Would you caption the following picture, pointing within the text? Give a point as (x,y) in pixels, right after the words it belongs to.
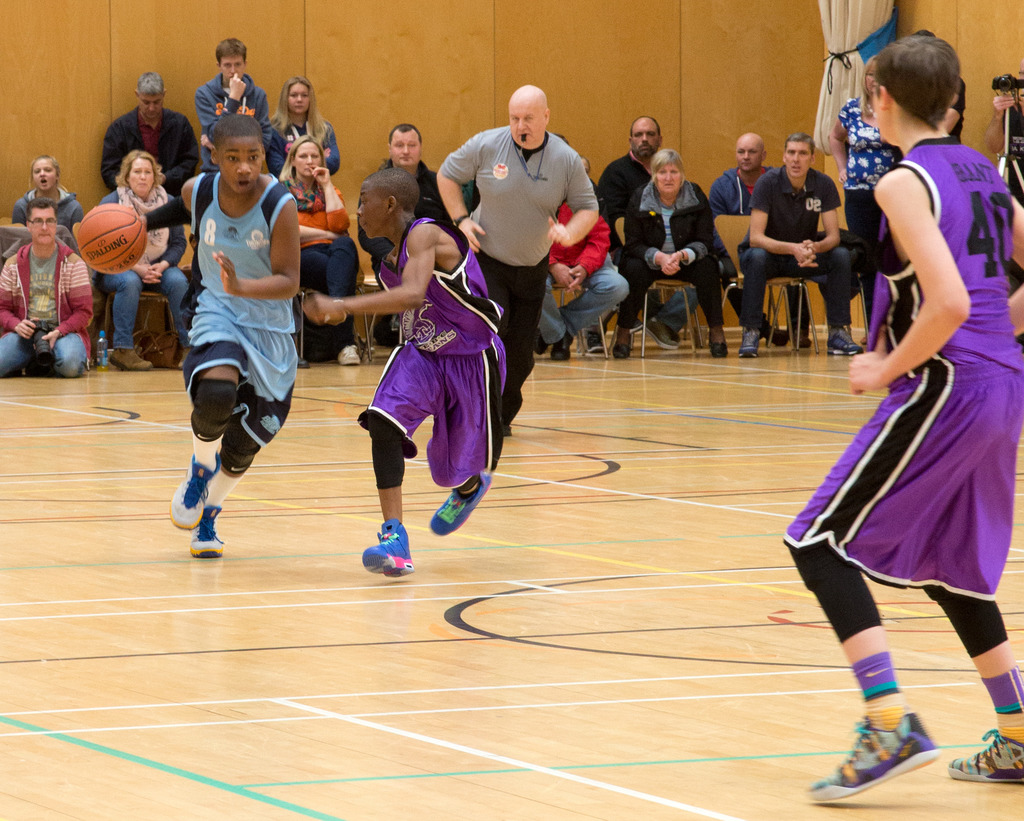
In this picture I can observe three boys (403,344) playing basketball in the basketball court (431,735). In the background (58,134) I can observe some people (44,281) sitting on the chairs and I can observe wall (514,78) behind them.
